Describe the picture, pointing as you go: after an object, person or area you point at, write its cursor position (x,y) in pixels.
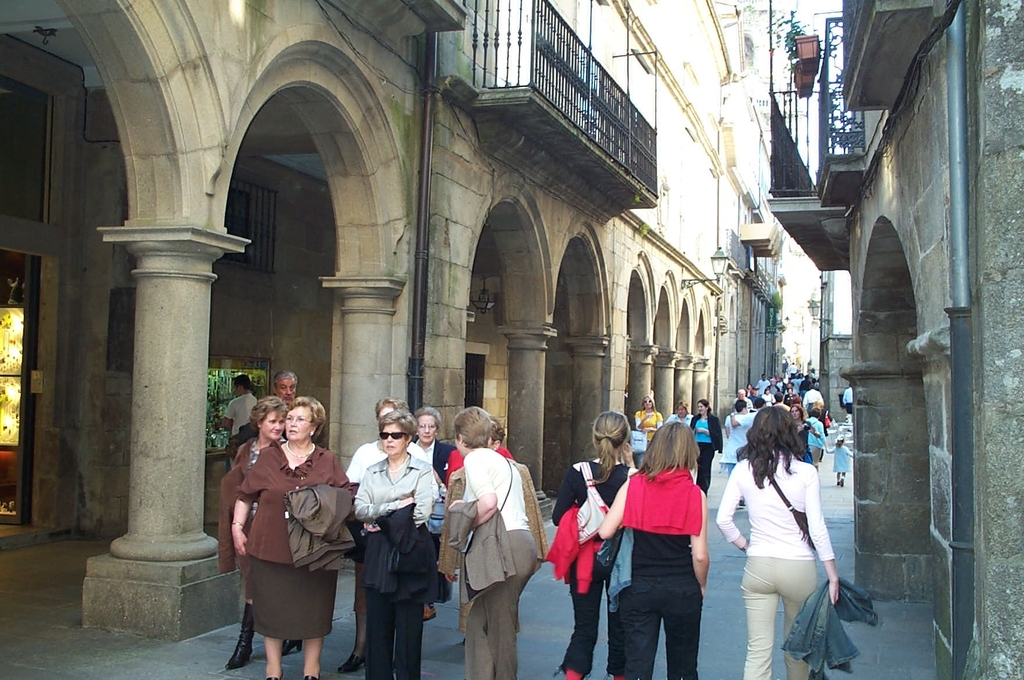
In this image, we can see people (297,476) and some of them are wearing bags (581,537) and holding coats (399,515) in their hands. In the background (126,192), there are buildings (65,287), doors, poles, flower pots (812,84) and at the bottom (727,642), there is floor (714,641).
